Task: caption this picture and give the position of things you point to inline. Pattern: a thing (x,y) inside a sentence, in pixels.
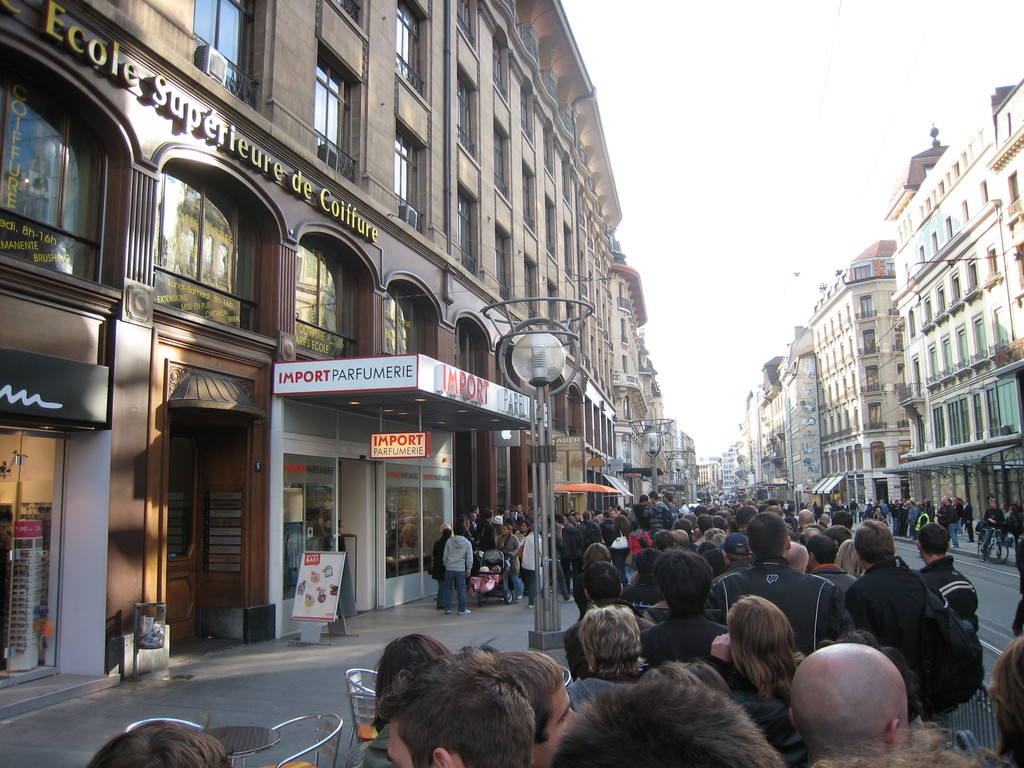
In this image, there are many people (566,542), buildings (972,398), poles (547,546), chairs (336,741) and boards (406,441) with text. We can also see the ground (303,662) and the sky (718,291). We can also see a table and some glass (393,539).
